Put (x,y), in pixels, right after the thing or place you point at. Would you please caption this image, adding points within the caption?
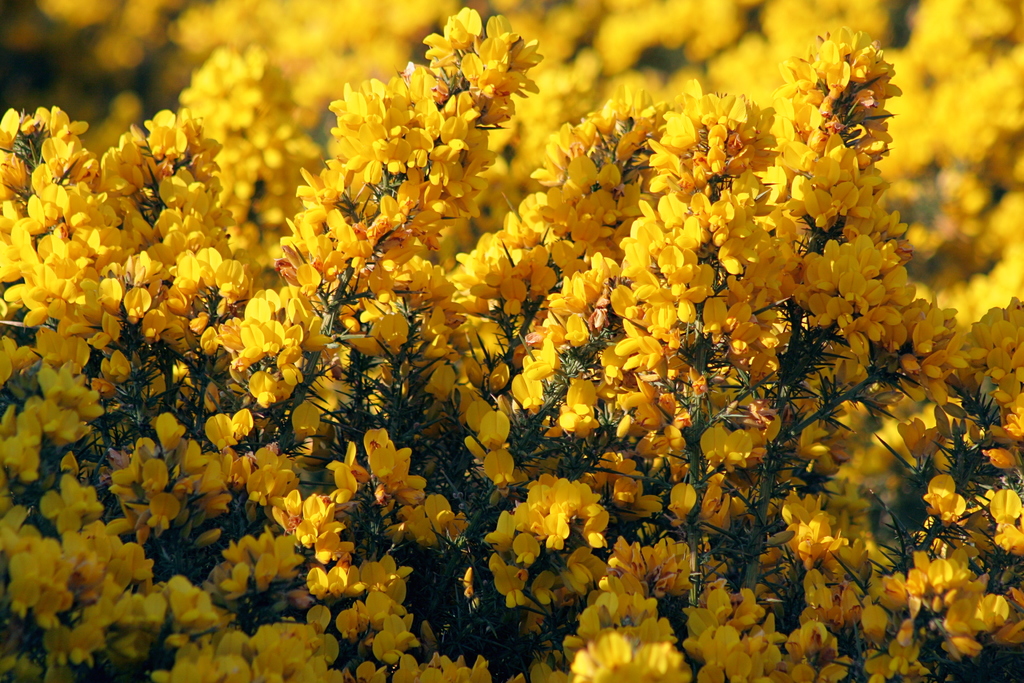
In this image we can see many plants (579,287). There are many flowers (556,249) to the plants (440,200).
